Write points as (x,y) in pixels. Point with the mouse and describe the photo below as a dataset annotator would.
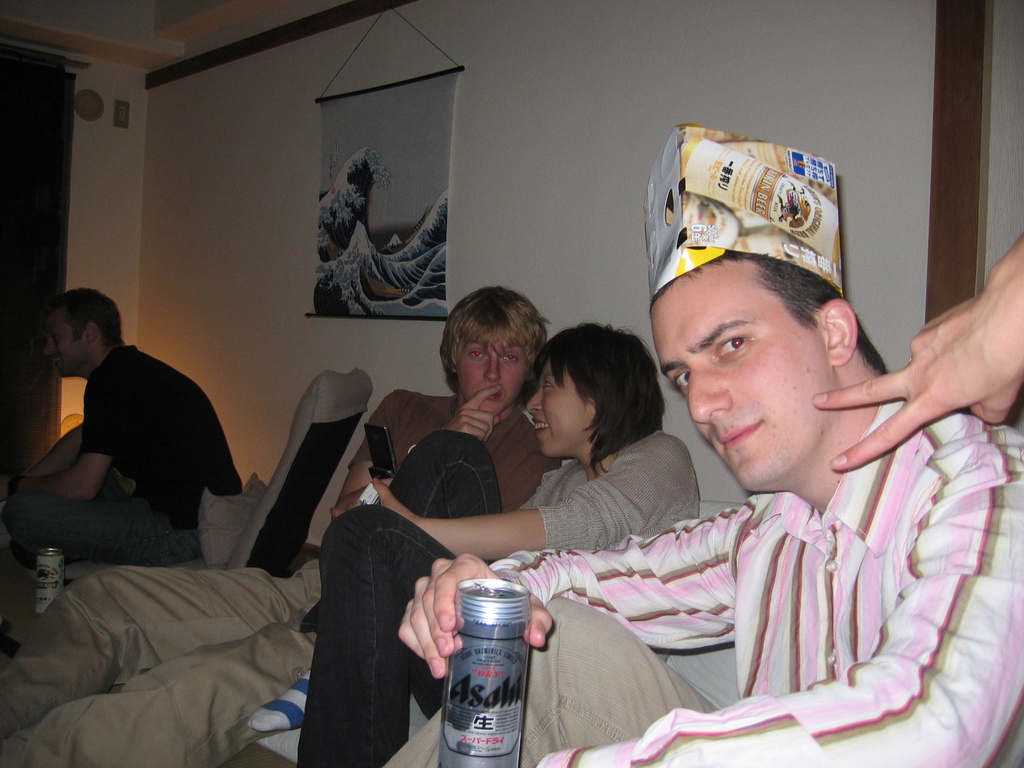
There are group of persons (859,491) in different color dresses (932,491), sitting on the sofa (247,507). On the right side (918,596), there is a persons (668,607) sitting and holding a tin (492,743). In the background (445,99), there is a poster (344,185) on the wall (599,105).
